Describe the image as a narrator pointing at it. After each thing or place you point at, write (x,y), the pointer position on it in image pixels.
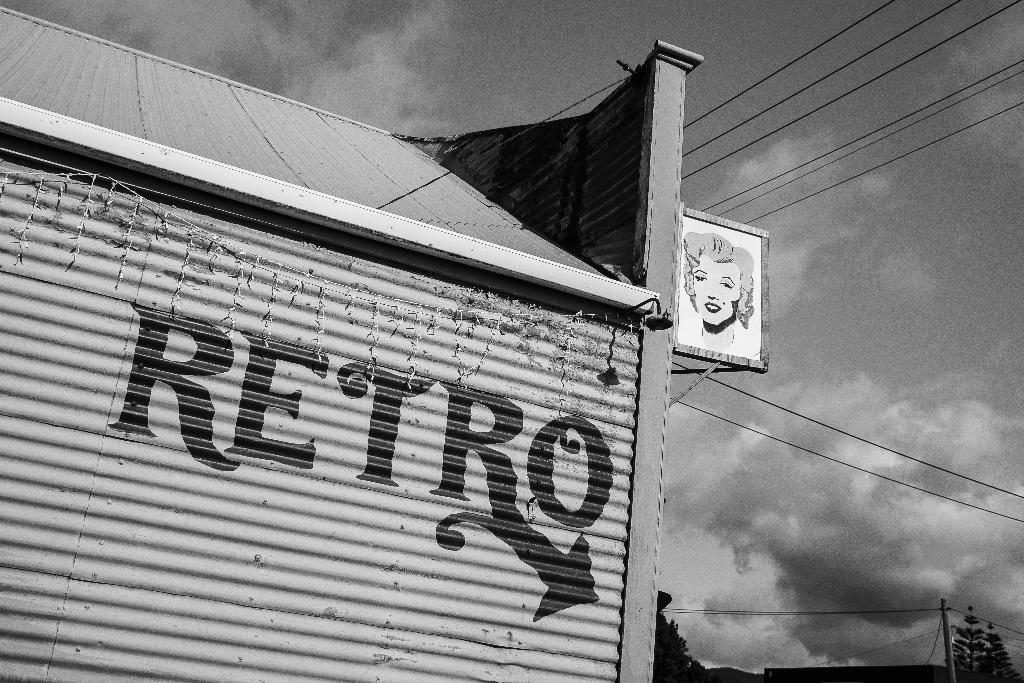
This picture is in black and white. In this picture, we see a building (287,355). Beside that, we see a white color board (699,343) containing the sketch (708,317) of the girl (707,275). At the bottom of the picture (723,611), we see trees (673,646), electric pole (947,628) and wires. At the top of the picture (802,83), we see the sky (833,164) and the wires (929,104).
